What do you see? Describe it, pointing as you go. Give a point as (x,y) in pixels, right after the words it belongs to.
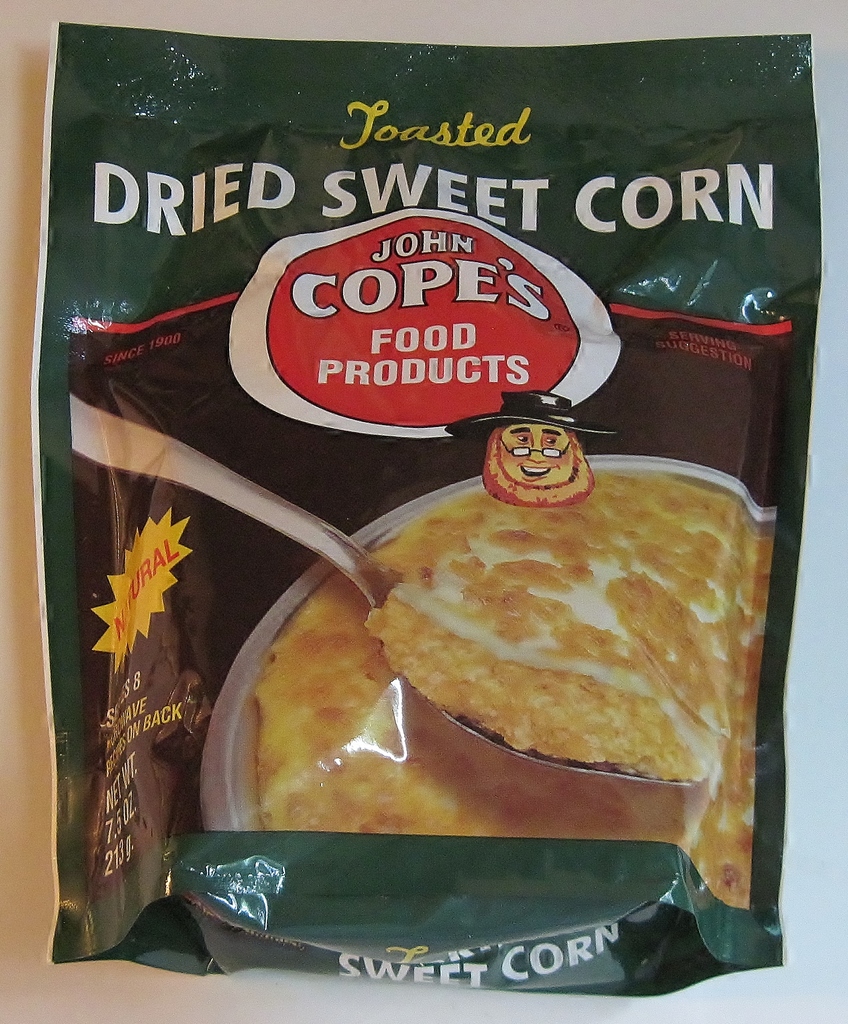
In this image we can see a packet (508,462) which contains food products (594,535) and there is a text (402,174) on it. We can see a photo (470,510) on it.
